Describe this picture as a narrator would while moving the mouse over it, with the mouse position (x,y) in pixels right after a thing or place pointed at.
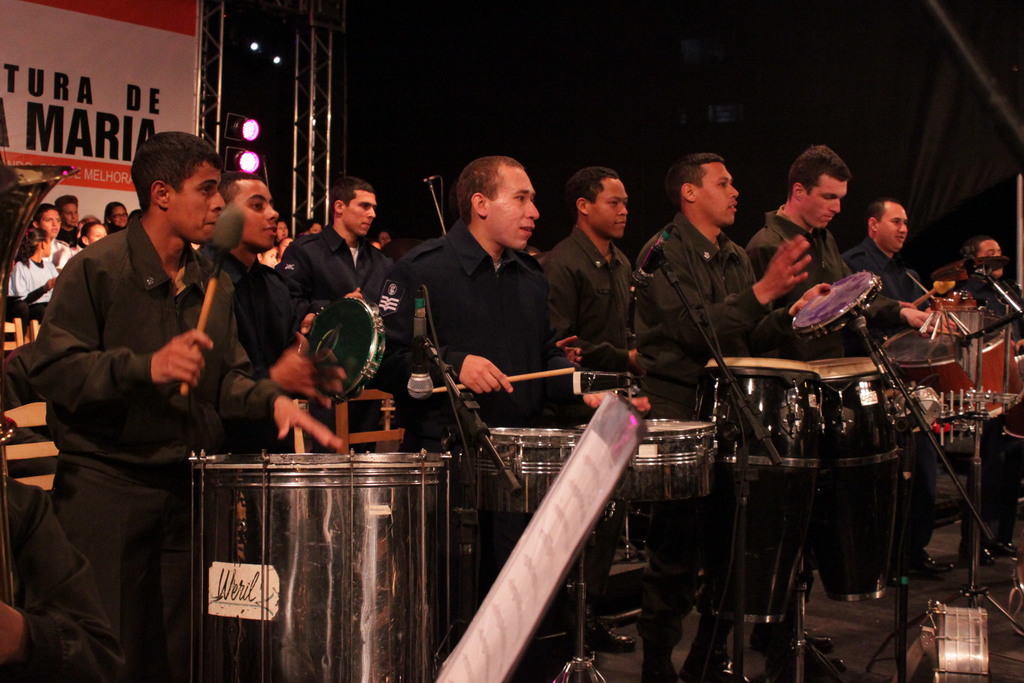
Here we can see a group of people (601,204) playing drums (338,333) and behind them we can see a group of people (70,234) sitting and enjoying.
